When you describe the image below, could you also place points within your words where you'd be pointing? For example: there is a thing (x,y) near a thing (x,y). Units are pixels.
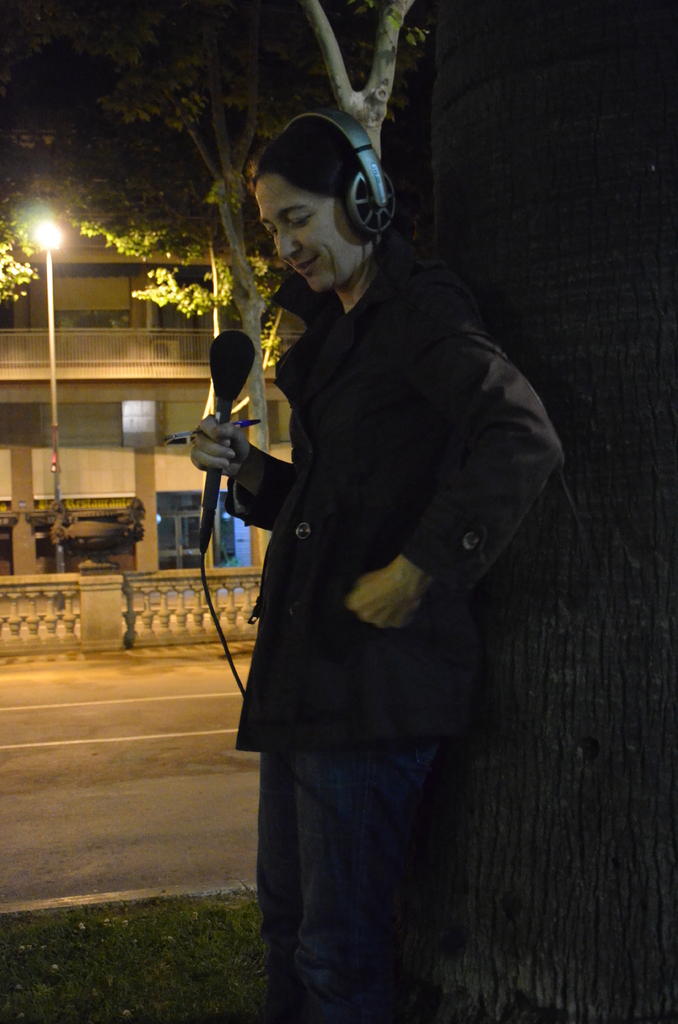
Here we can see a woman (463,528) holding a mike (204,534) with her hand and she is smiling. This is grass (180,973). Here we can see a road (197,789), pole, light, trees (173,303), and a building (204,333).
